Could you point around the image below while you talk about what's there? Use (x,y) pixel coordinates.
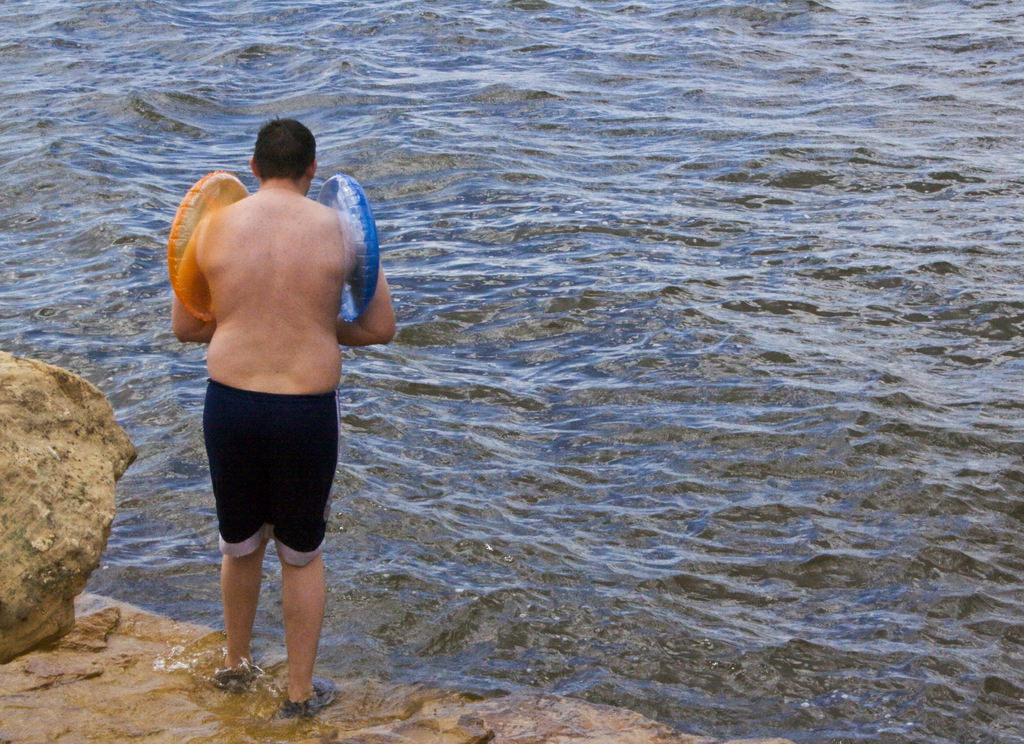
In this image I see a man (288,238) who is wearing black shorts (245,435) and I see that he is wearing rubber tubes (206,283) which are of orange and blue in color and I see the rocks (84,484). In the background (382,239) I see the water (120,422).
